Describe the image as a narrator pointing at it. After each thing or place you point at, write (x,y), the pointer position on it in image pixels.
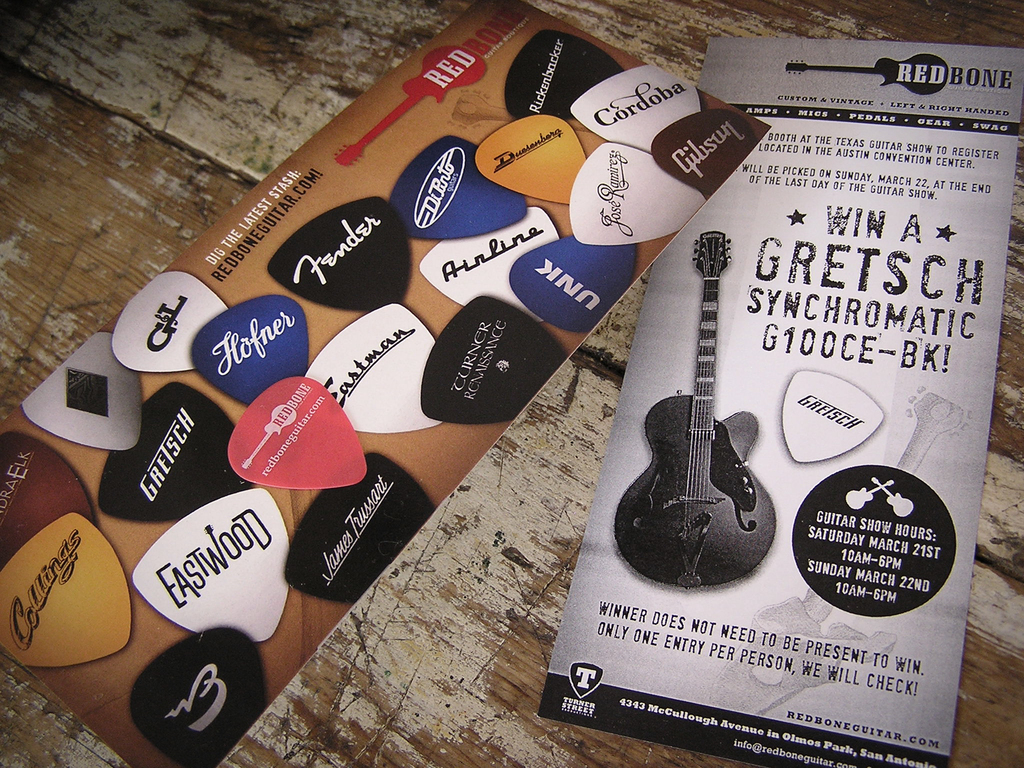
In the image on the wooden surface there are posters (187,569) with images (248,351) and text (172,433) on it.
